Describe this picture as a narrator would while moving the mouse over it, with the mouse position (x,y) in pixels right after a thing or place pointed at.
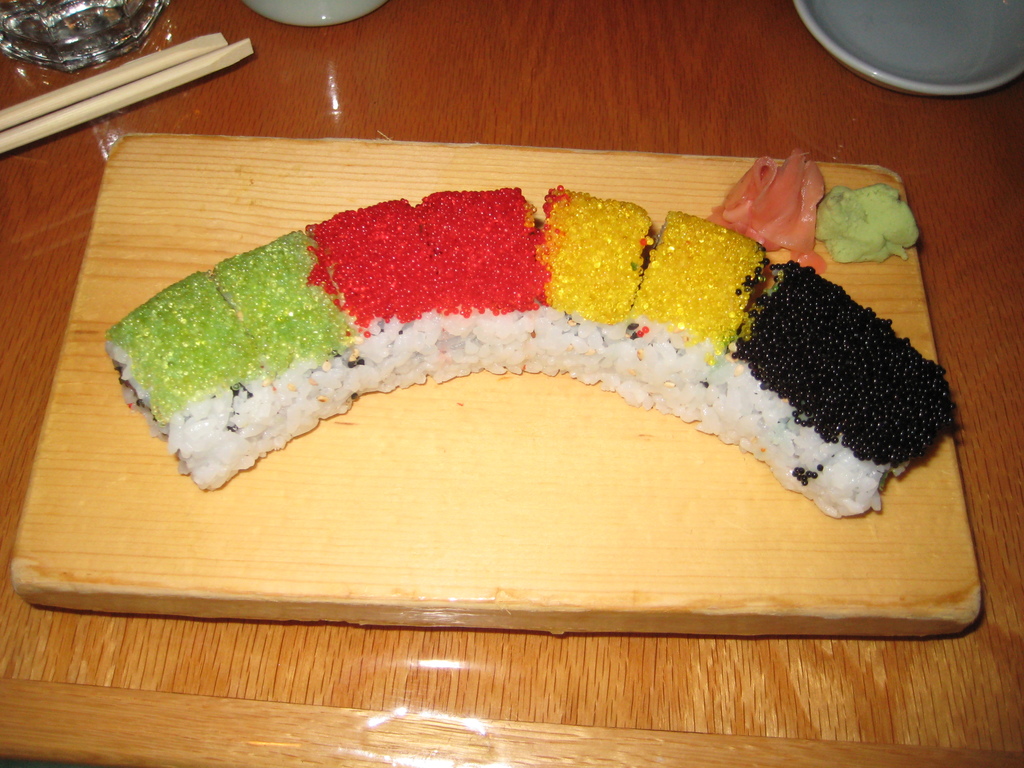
In this picture we can see wooden plank (314,519) and some food items (519,247) on it such as rice (807,433) aside to that chop sticks (144,75), bowl (953,31).
